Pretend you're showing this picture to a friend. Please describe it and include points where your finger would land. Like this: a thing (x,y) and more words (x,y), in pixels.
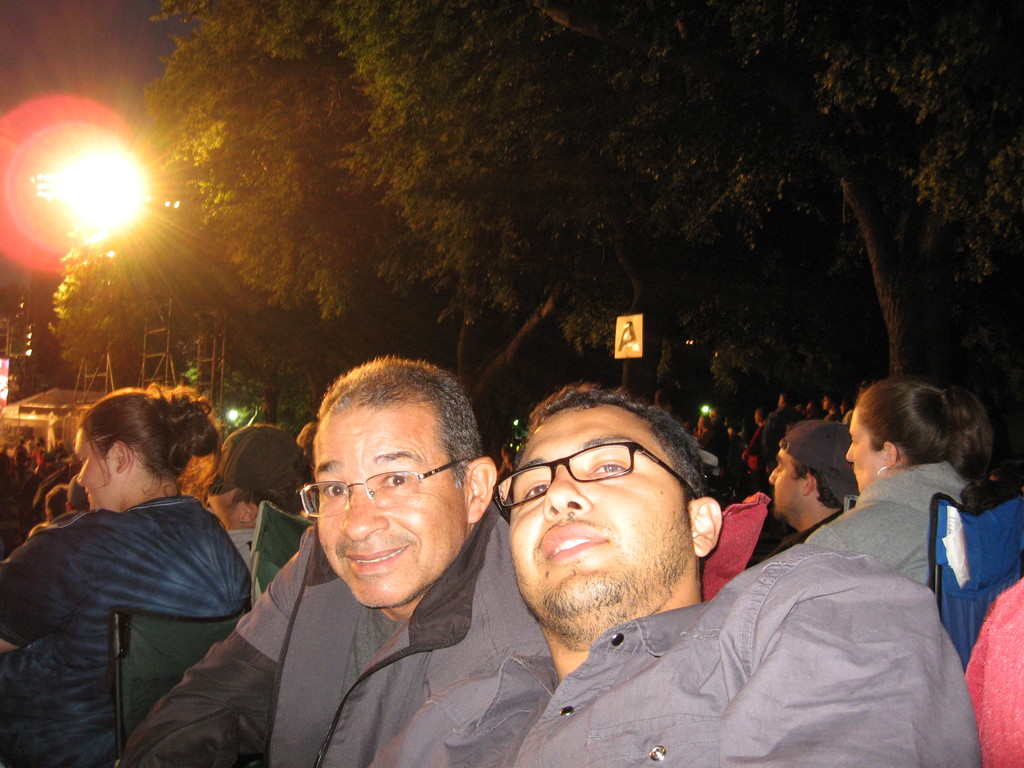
In this picture I can see few people (363,645) are in one place, behind I can see some trees (270,194) and light (86,193).
